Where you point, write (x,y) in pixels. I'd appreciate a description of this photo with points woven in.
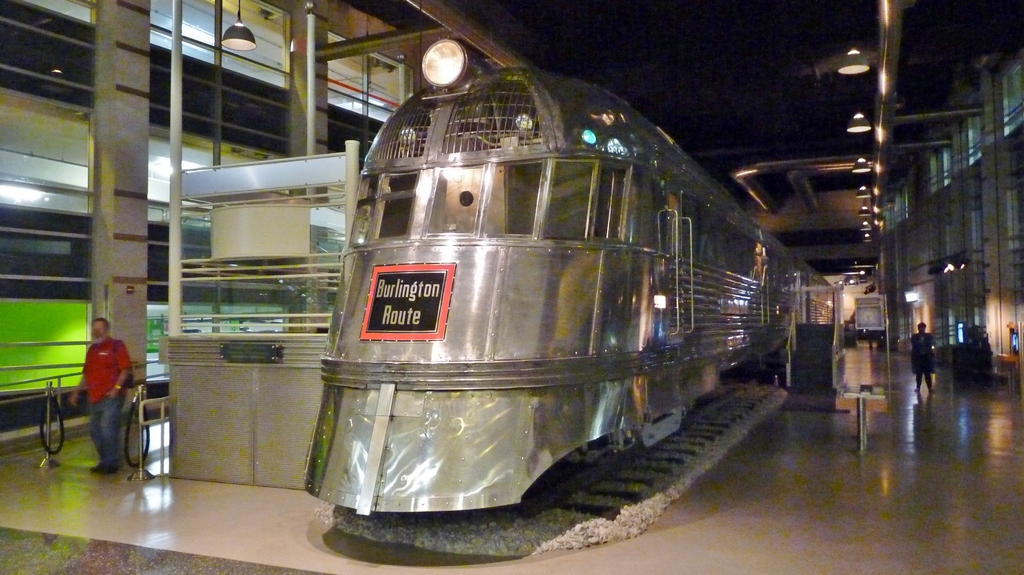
In the middle (417,278) it is in the shape of a train (546,342) made up of stainless (477,362). On the left side (110,363) a man (112,420) is there, he wore red color shirt (114,376) and blue color trouser (115,404). On the right side (865,191) there are lights (865,191) at the top (854,74).
